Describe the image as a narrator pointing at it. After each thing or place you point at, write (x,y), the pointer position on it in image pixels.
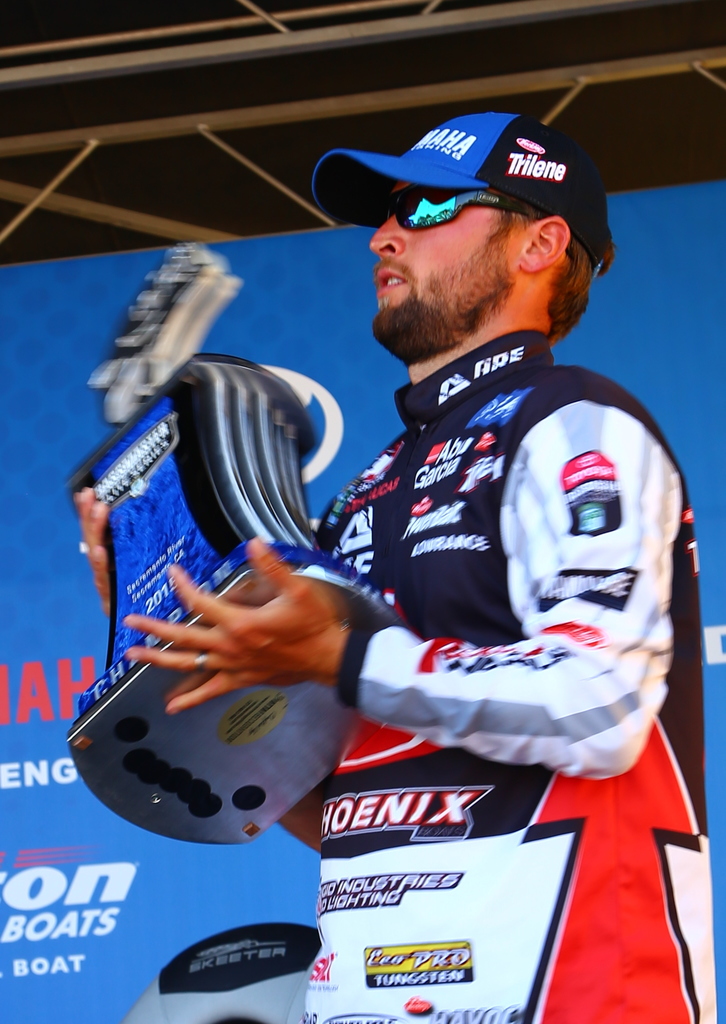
In this picture there is a man (589,187) standing and holding the object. At the back (44,430) there is a hoarding (50,821) and there is text (37,920) on the hoarding (51,923). At the top (411,104) there are rods (381,104).
